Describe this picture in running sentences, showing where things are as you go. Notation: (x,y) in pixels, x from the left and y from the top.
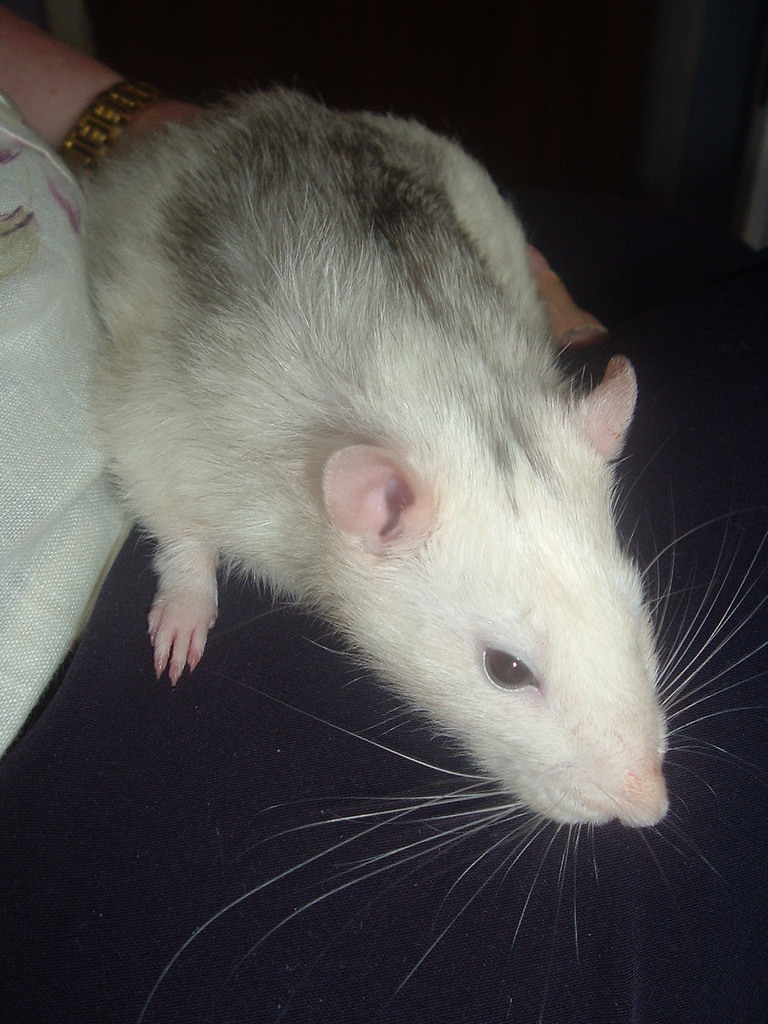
In the center of the image (430,425) a rat (494,489) is there. On the left side of the image (31,91) a person hand (48,75) is there.
